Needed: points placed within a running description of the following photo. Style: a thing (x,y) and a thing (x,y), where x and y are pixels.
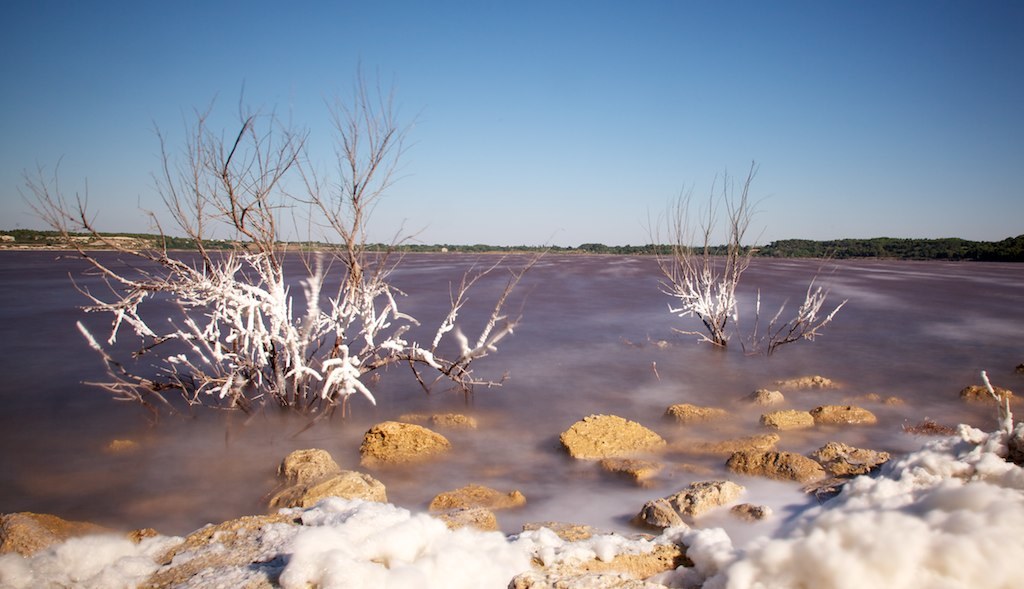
In this picture I can see the snow (288,527) at the bottom (876,491), in the middle (348,295) there are dried trees (698,332) and stones (604,456) in the water (562,361). On the right side (816,248) I can see few green trees (860,241), at the top (610,101) there is the sky (610,101).
